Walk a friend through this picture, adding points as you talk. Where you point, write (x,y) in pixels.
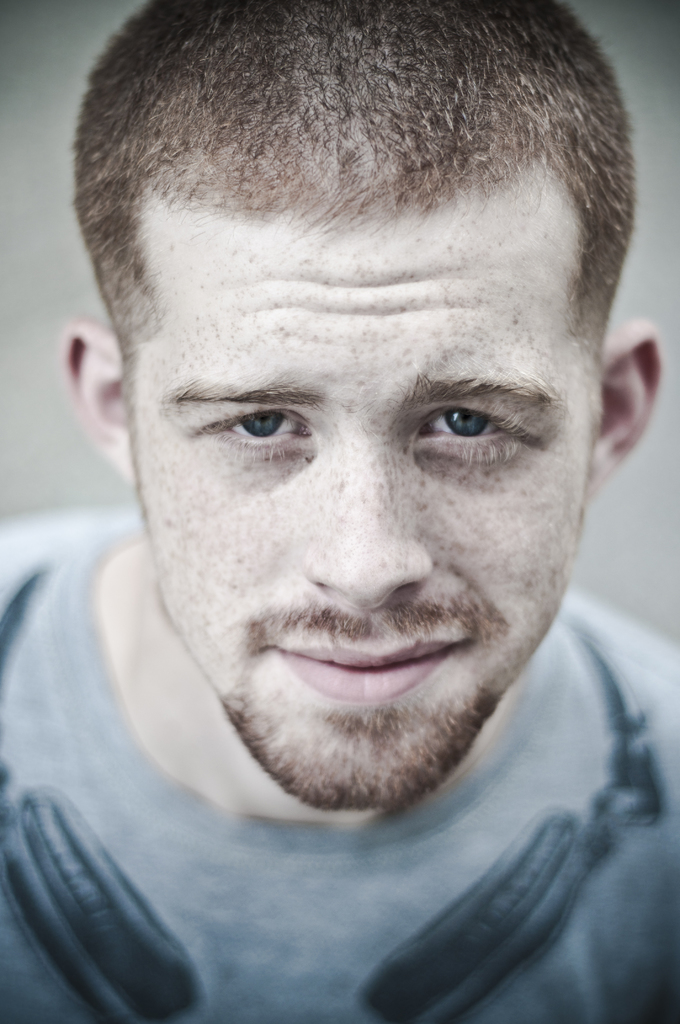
There is a person (403,312) in a t-shirt (543,763), smiling and having a headset (94,973) on his neck (187,715). And the background (626,597) is gray in color.
